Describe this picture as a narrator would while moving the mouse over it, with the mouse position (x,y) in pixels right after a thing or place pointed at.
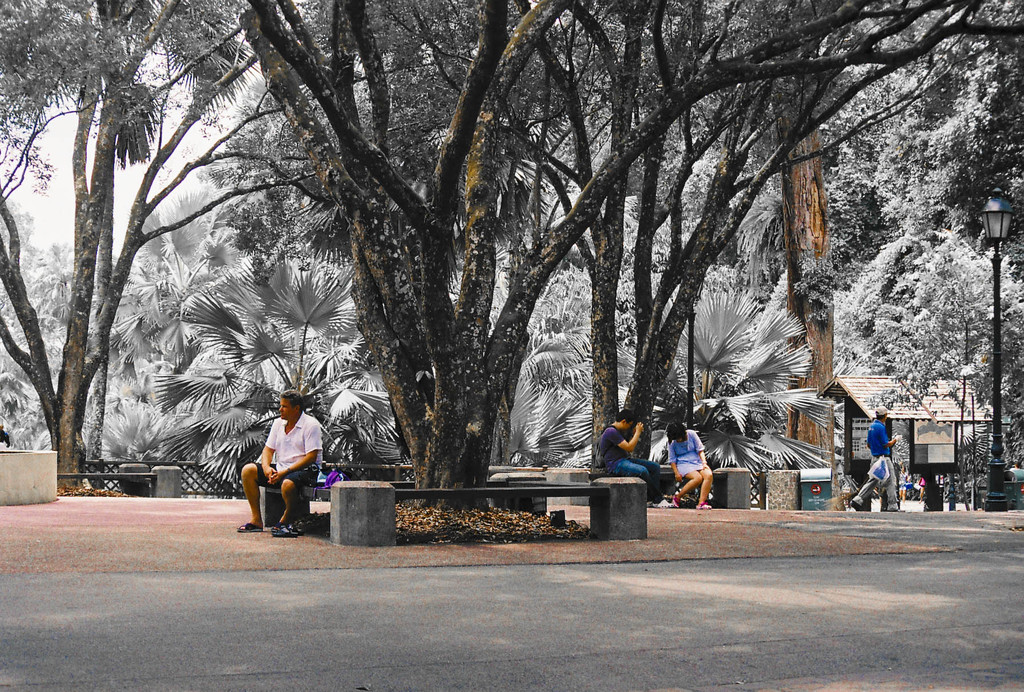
This is an edited image in this image there is a road (67,631) and a footpath (47,556), on that footpath (53,538) there are benches (179,473), people (280,474) are sitting on that benches (499,491) and a man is walking, in the background (653,205) there are trees (807,233), shed (907,423) and a light pole (990,236).
